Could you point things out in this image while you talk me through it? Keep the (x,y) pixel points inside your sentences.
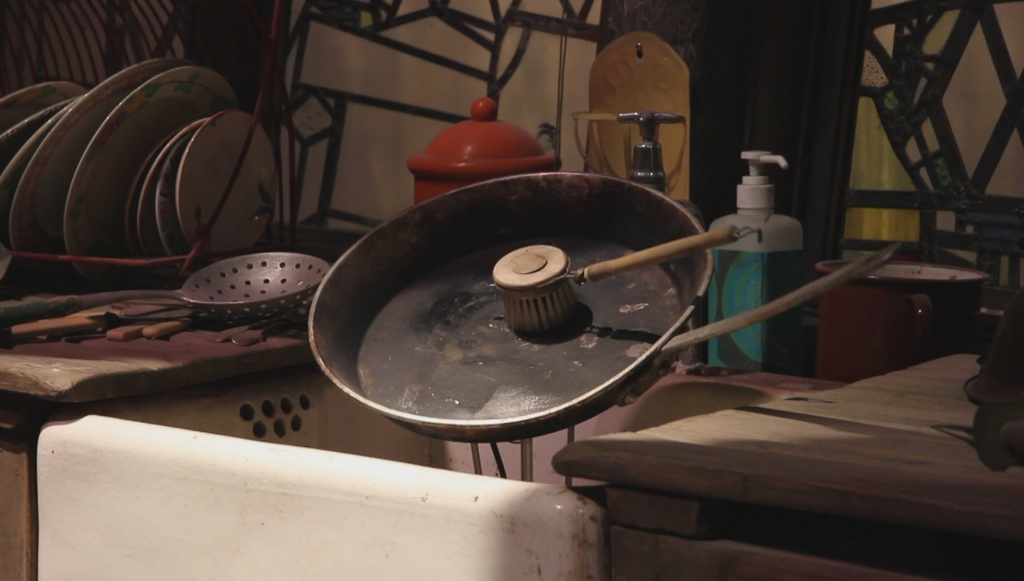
i think this is a kitchen (979,351). we can see some vessels (387,299), a brush (528,255) and a dish wash liquid bottle (715,283) and a table (703,413) on the side.
